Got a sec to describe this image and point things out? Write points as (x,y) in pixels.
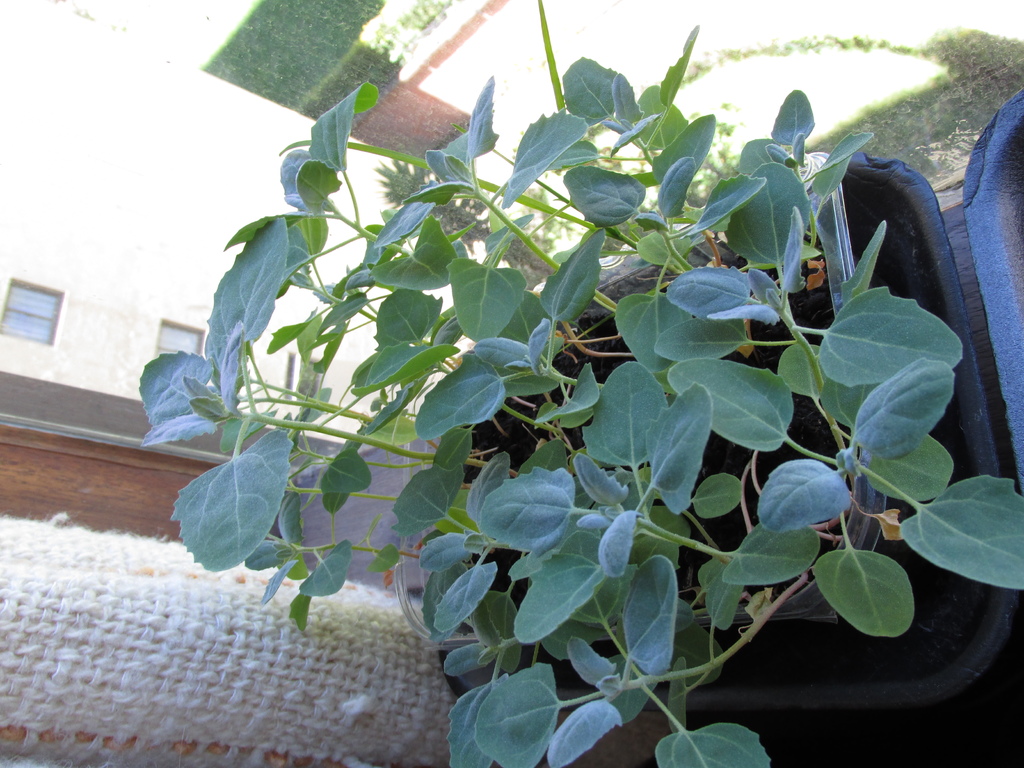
In this image we can see plants (709,377) in a flower pot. To the left side of the image (134,613) there is a white colored cloth (156,644). In the background of the image (247,115) there is a building (144,185) with windows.
